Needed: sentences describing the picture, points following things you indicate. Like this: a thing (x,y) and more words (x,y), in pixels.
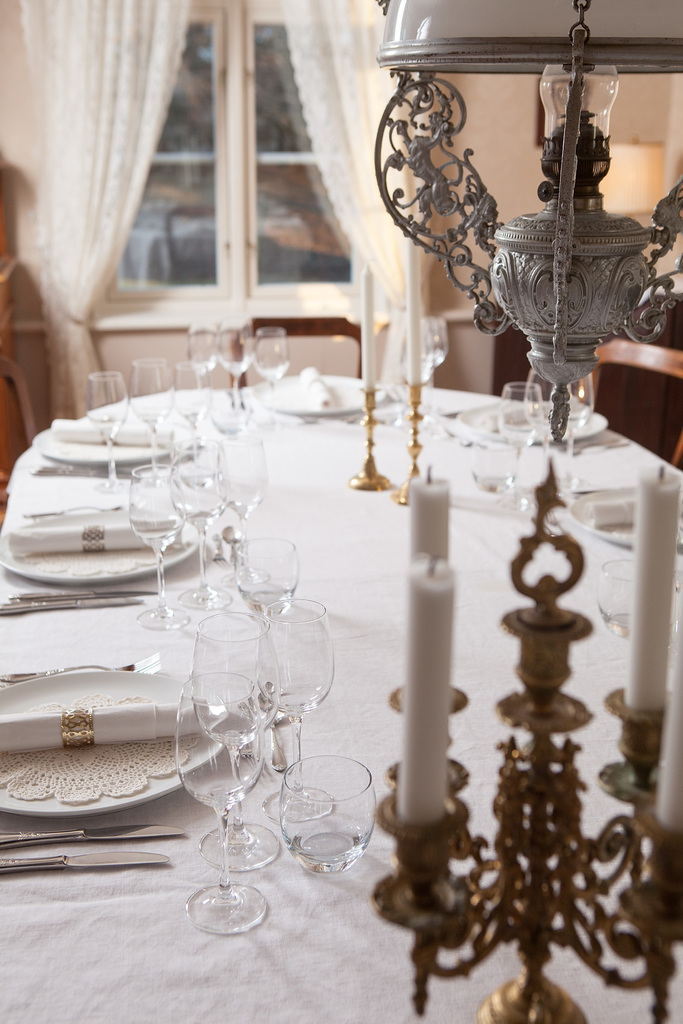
In this image we can see many glasses (249,648), knife (55,864), plates (108,798), forks (129,671), candles (450,634) and candle stands (538,834) on the table (453,558). In the background (292,303) we can see curtains (308,80) and glass windows (218,115).
